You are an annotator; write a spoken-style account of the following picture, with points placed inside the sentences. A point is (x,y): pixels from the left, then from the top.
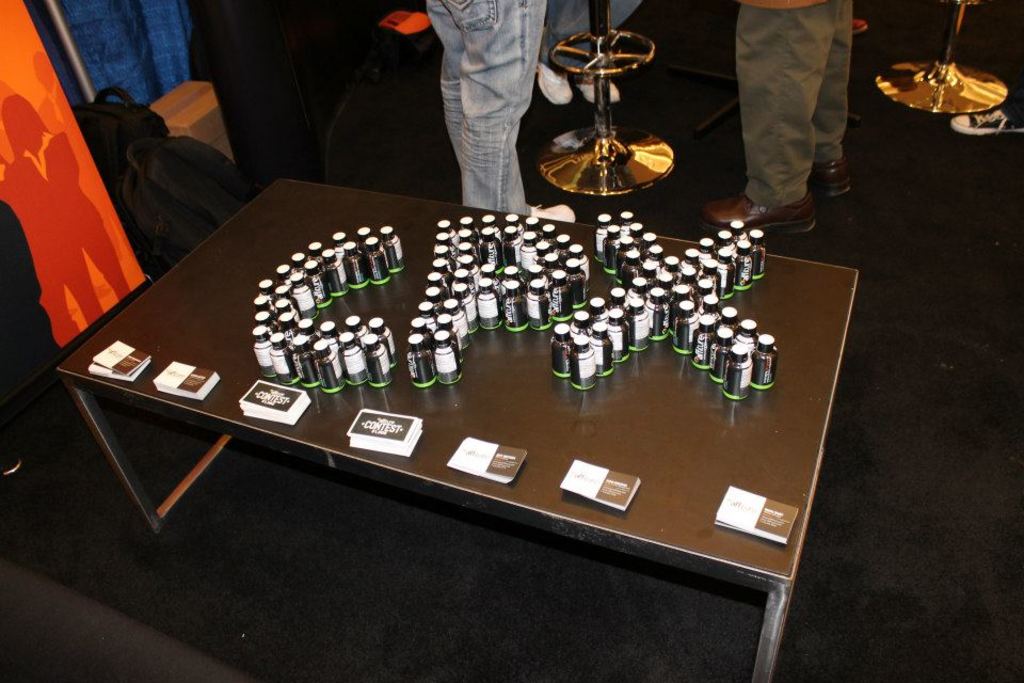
In this image I can see bottles (376,364) and cards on the table (574,444). In front of it there are persons legs (764,74) on the floor (825,196). To the left (66,206) there is a board (46,293) and bags (177,191) on the floor (122,519).
